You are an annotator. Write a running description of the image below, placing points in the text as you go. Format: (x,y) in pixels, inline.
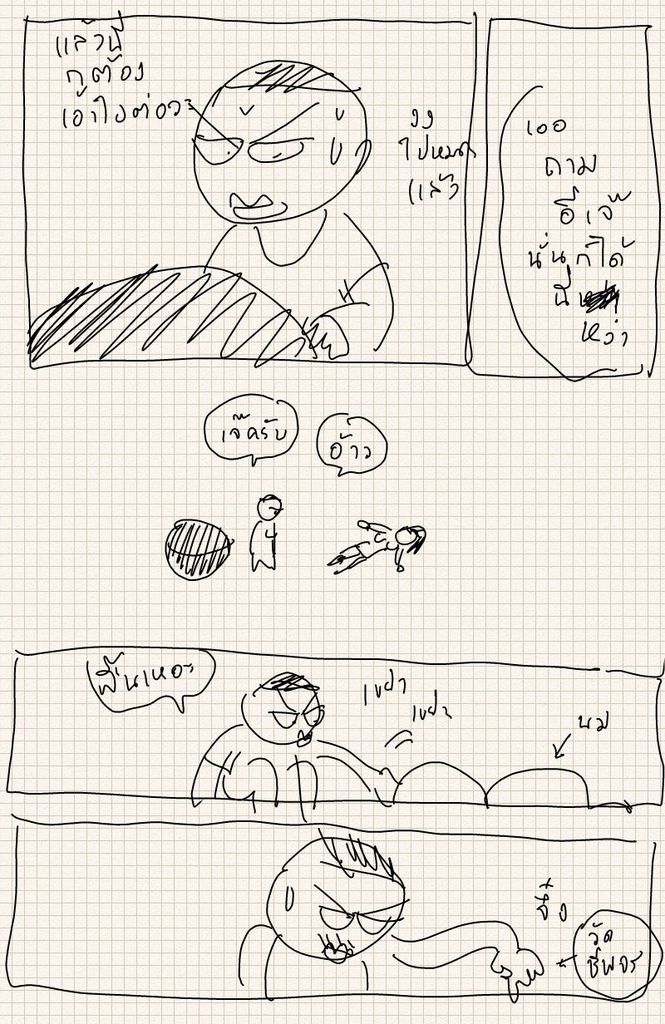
In this image I can see different types of sketches (311,169). I can also see something is written on the top (562,199), in the centre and on the bottom side of the image (122,687).
